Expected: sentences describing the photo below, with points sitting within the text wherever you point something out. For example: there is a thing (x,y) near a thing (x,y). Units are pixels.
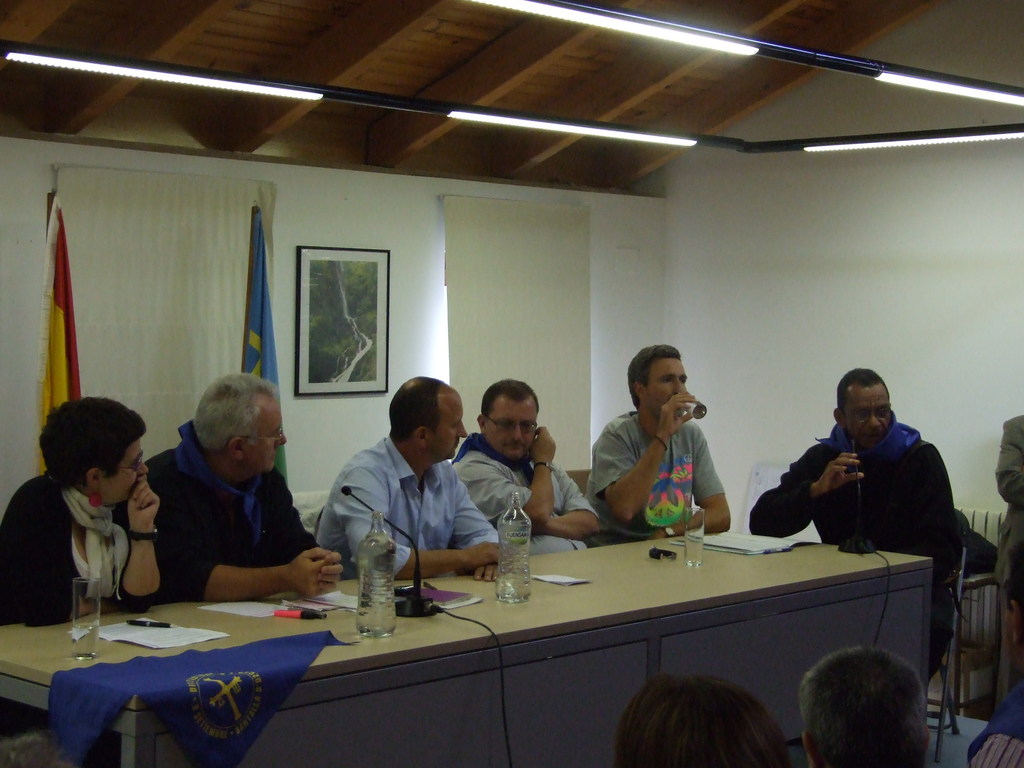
The image is inside the room (532,543). In the image there are group of people (932,465) who are sitting on chairs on right side (683,388) there is a man (651,446) who is sitting on chair (590,479) and holding a glass (692,412). On left side (254,515) there is another man (373,504) who is sitting in front of microphone (394,528). The microphone (413,606) is placed on table (428,624), on table (428,630) we can see a flag (219,657), glass (93,634) with some water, bottle (383,575), paper (165,635), pen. In background (327,224) there is a wall (366,204) which is in white color, curtains (166,298), flags (65,355), photo frame (338,363) and roof (344,77) is on top (347,33).
